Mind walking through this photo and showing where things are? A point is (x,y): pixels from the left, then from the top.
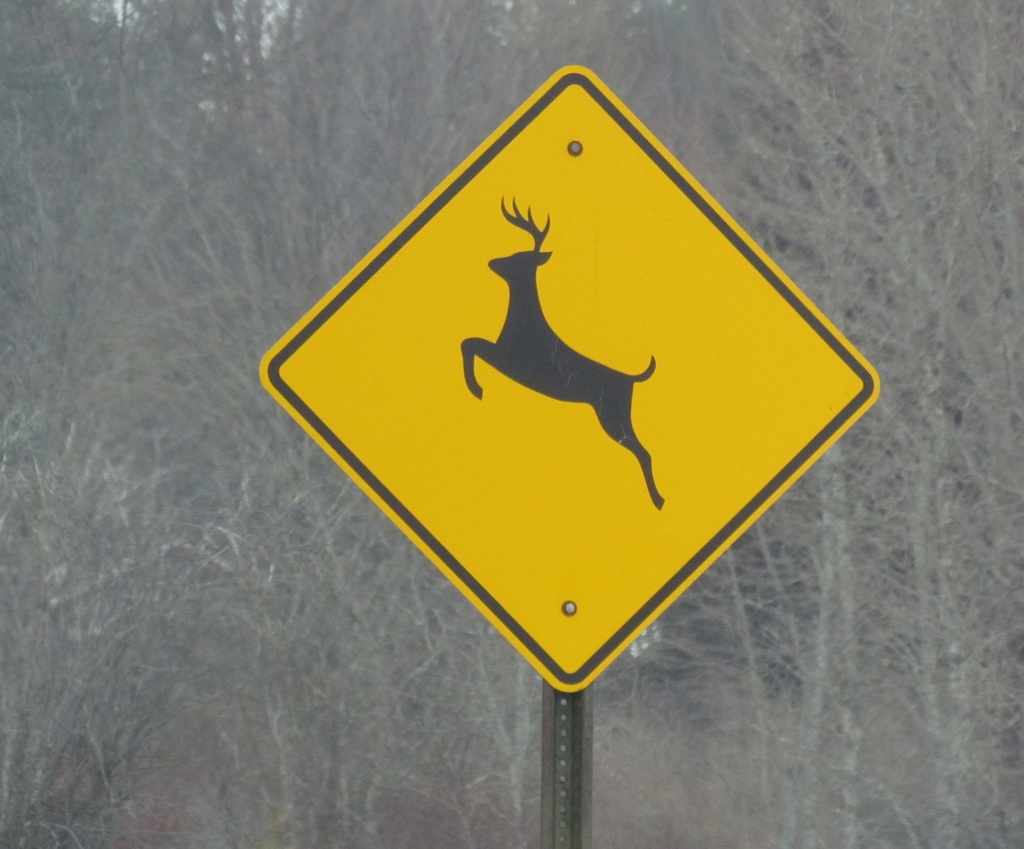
In this image we can see a signboard (496,344) to a pole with a picture (583,390) on it. On the backside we can see a group of trees (616,745).
